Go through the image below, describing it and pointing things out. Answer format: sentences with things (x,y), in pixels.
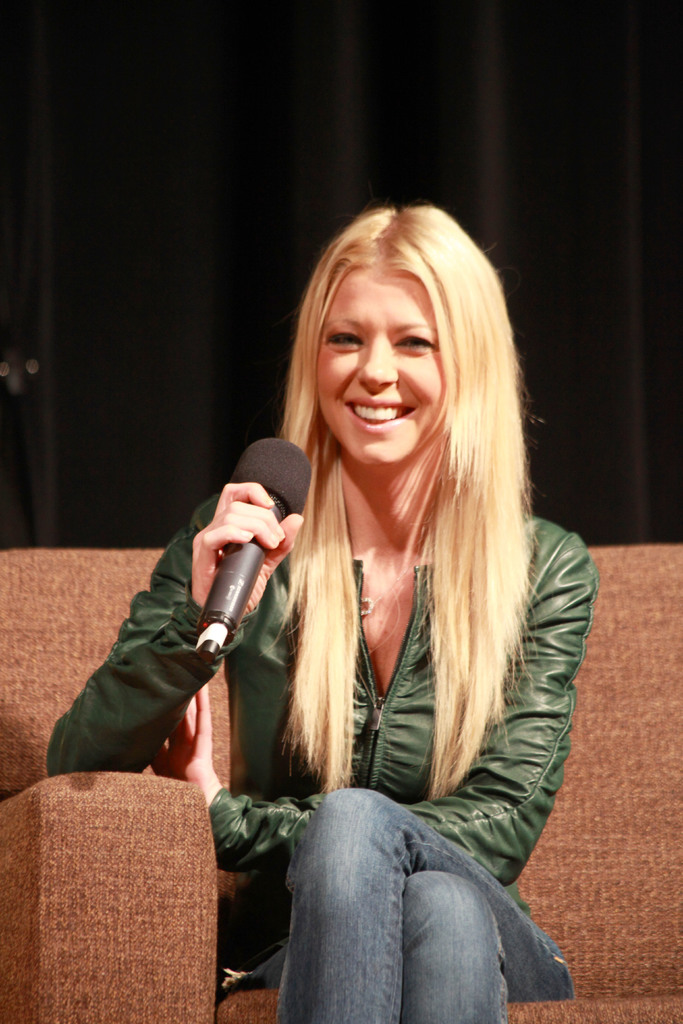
In the image there is a woman (330,684) with blond hair (437,634) sat on sofa (680,814) holding a mic (268,487). She is smiling.
